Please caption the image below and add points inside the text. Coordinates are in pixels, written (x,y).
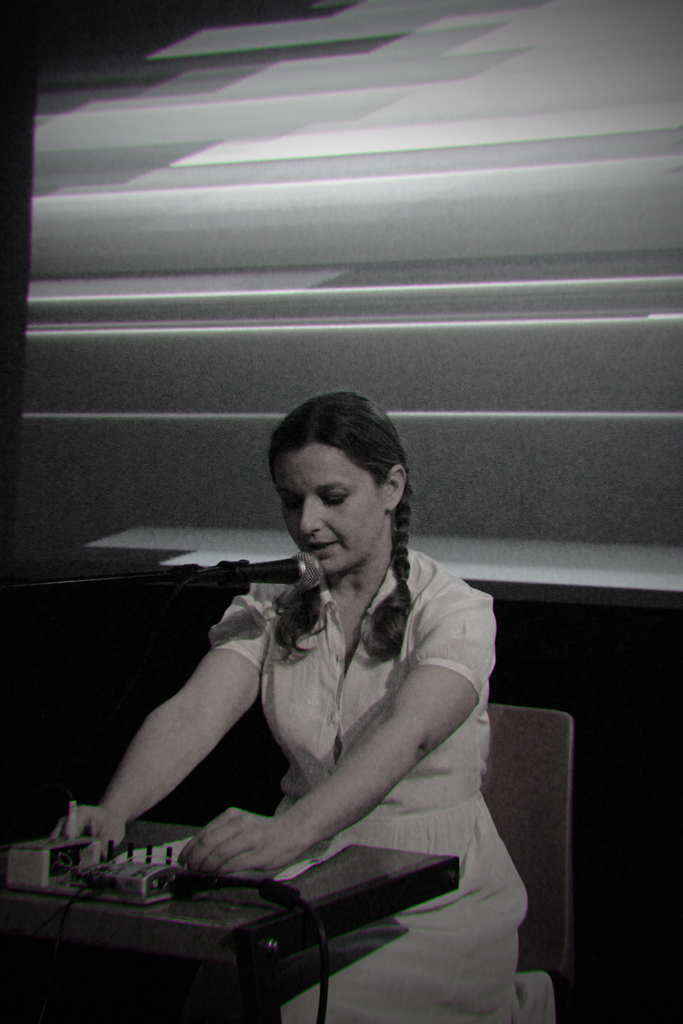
This is a black and white image. At the bottom of the image (260,909) there is a table (423,879). On the table (279,909) there is an object (129,866) connected with wire (183,880). Behind the table (282,944) there is a lady (362,659) sitting. In front of her mouth (334,546) there is a mic (292,566). Behind her there is a wall (459,102).
